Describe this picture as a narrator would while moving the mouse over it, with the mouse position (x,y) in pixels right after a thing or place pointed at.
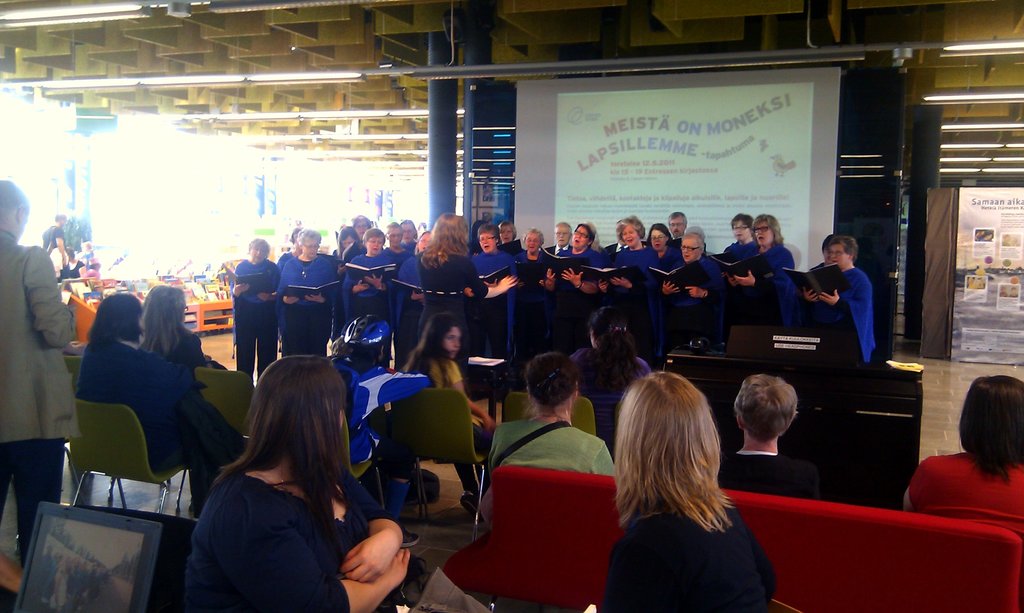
There are many persons (332,403) in this room (355,469). Some are sitting and some are standing. Persons (488,235) in the back (299,268) wearing blue dress (595,257) is holding book (496,278). In the background (697,174) there is a banner (678,171), pillars (469,187). There are chairs (133,452) laptops (151,524).
